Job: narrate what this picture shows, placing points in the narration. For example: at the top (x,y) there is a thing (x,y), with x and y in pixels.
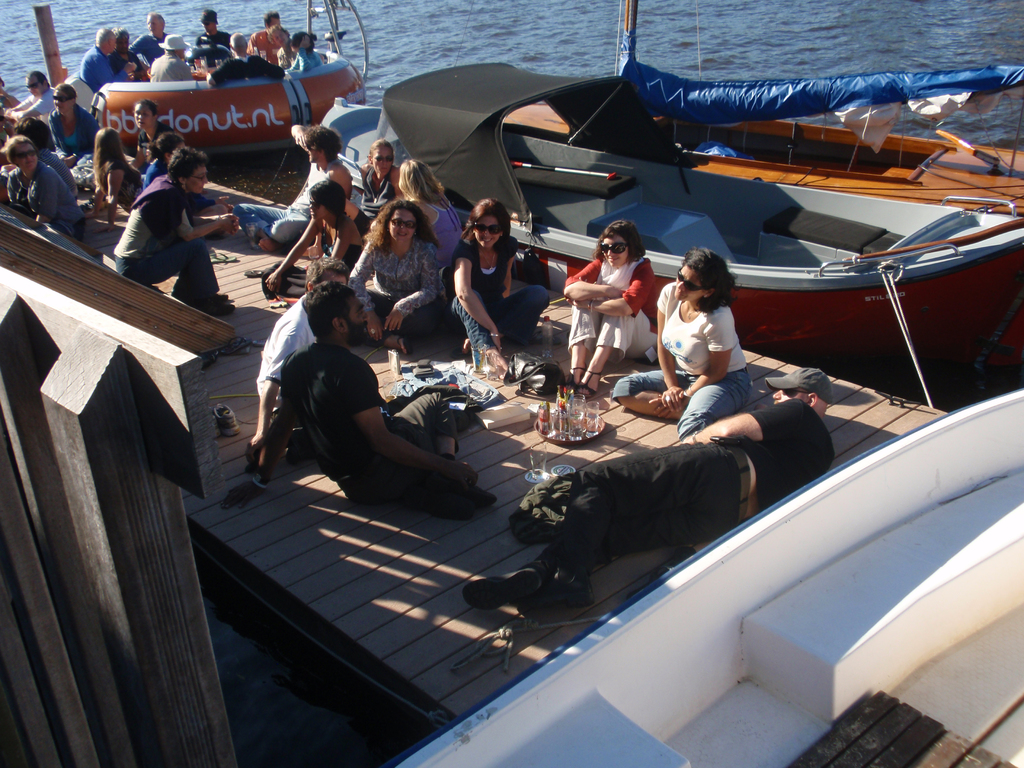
In this picture we can see group of people (31,180) and few boats (722,213) on the water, we can see few glasses (559,423), bag (545,382) and other things (539,421) in the middle of the image (515,382).
